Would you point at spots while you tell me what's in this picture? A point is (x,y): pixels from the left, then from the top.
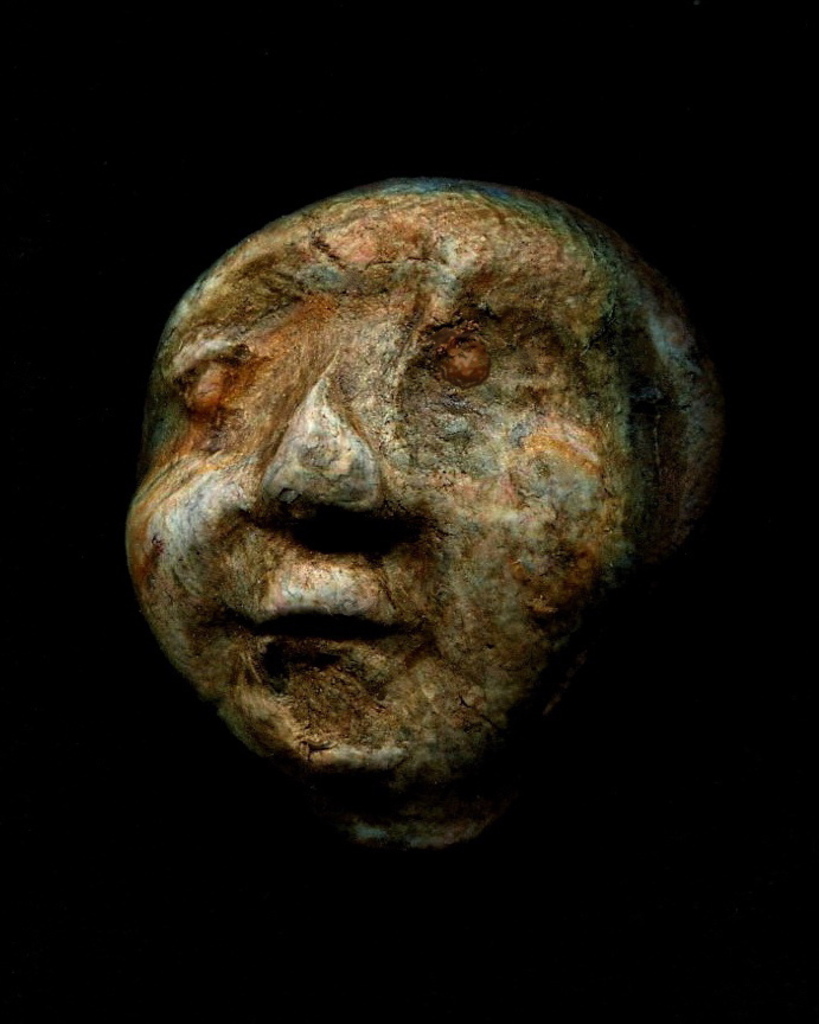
In this picture we can see the stone sculpture (223,614) of a man face (243,486). Behind there is black background (326,82).
